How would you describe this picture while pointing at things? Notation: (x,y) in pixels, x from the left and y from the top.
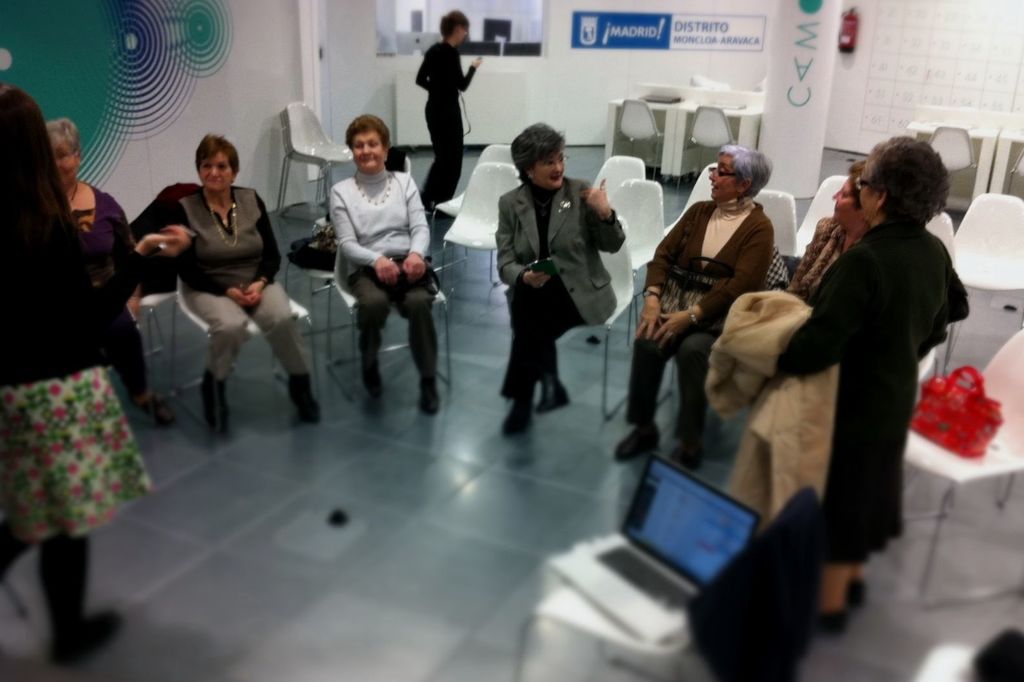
A group of women (820,267) sitting in chairs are talking among themselves.
